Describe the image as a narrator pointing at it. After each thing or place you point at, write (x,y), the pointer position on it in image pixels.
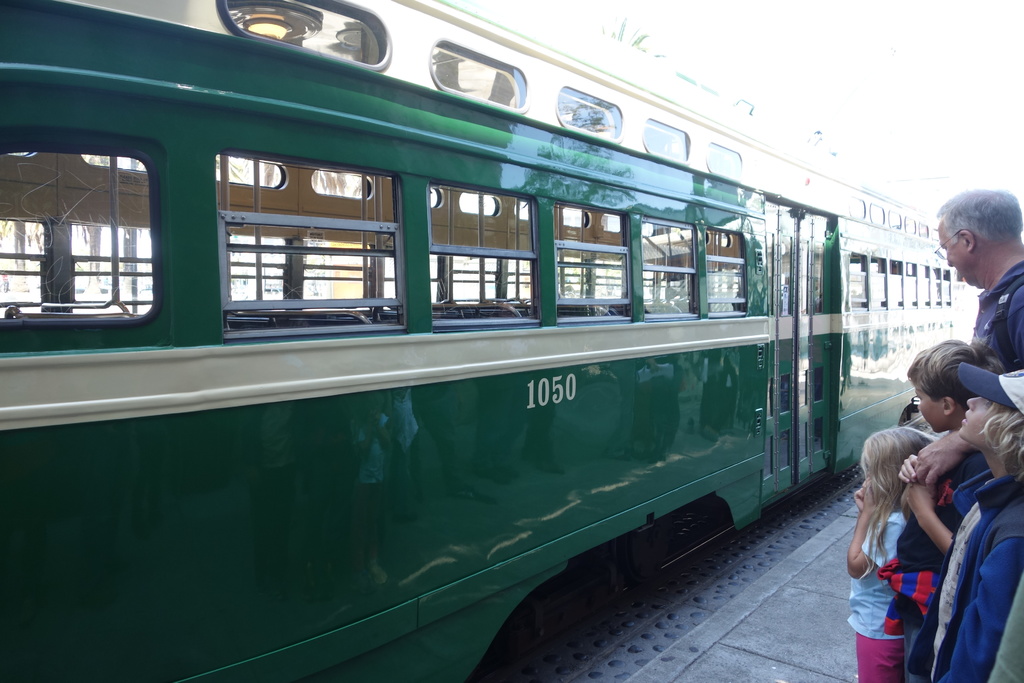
In this image there are three kids (936,425) and an adult (933,469) standing on the platform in front of a train (481,348).
